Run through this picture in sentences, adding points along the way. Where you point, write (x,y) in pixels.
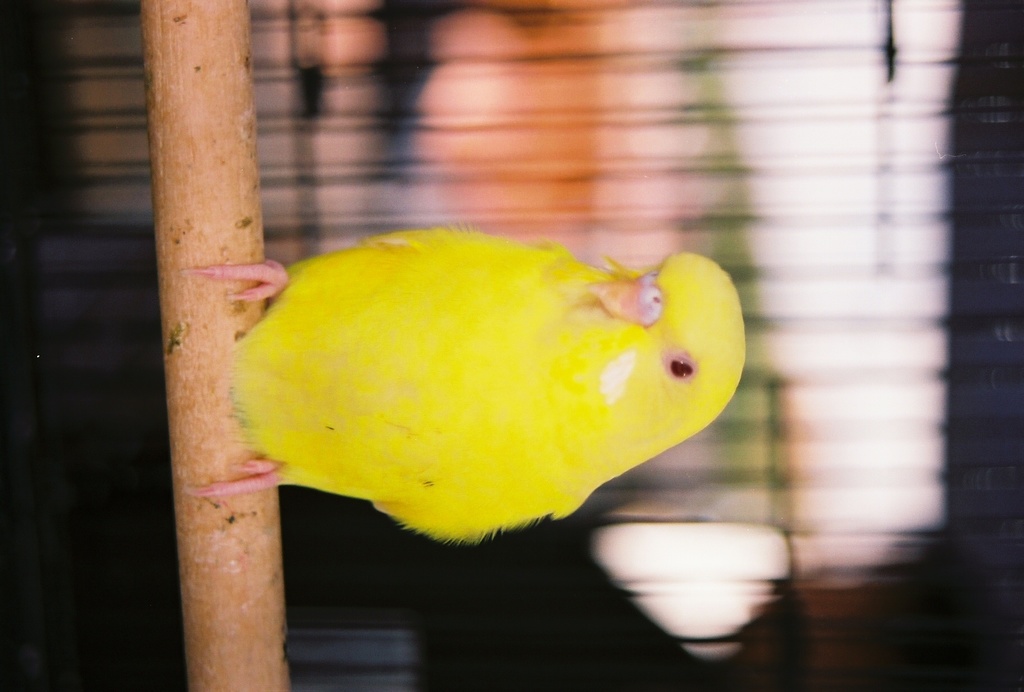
In the image we can see there is a bird (438,464) standing on the tree log (223,368).
